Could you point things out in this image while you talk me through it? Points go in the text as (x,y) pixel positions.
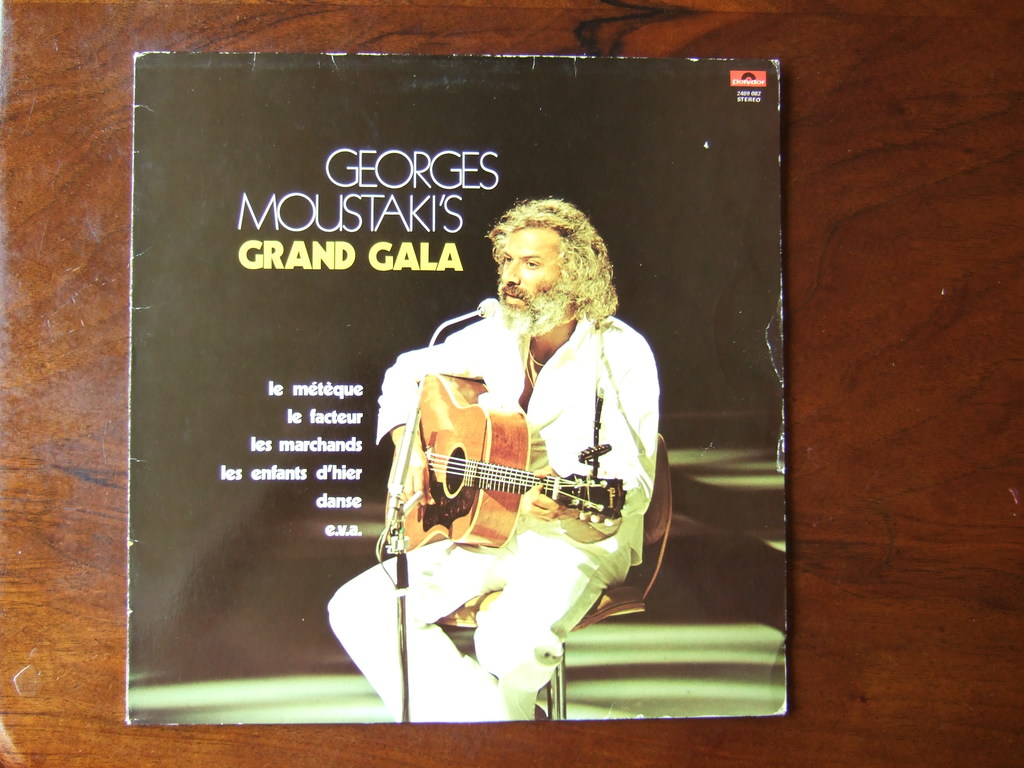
In this picture, I can see a record cover (696,261) on top of the record cover (426,192), We can see a image (562,277) a person (538,281) sitting in chair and playing musical instrument (458,425).
